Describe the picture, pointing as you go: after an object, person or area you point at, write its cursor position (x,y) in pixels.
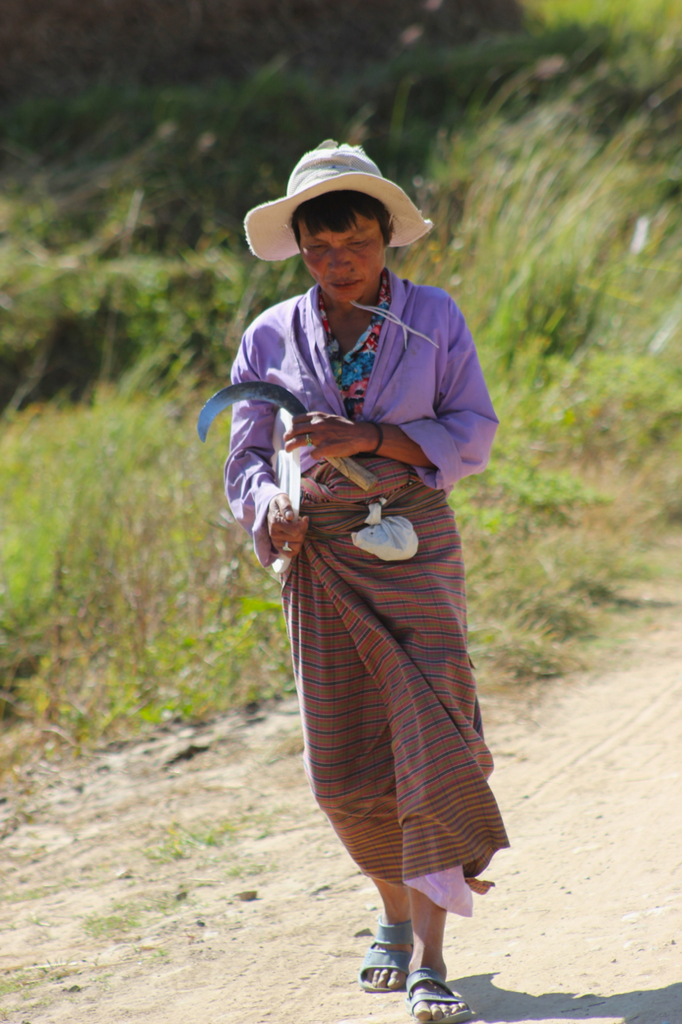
As we can see in the image there is a woman (316,577) walking and in the background (70,472) there are plants (98,348) and grass (37,498).
